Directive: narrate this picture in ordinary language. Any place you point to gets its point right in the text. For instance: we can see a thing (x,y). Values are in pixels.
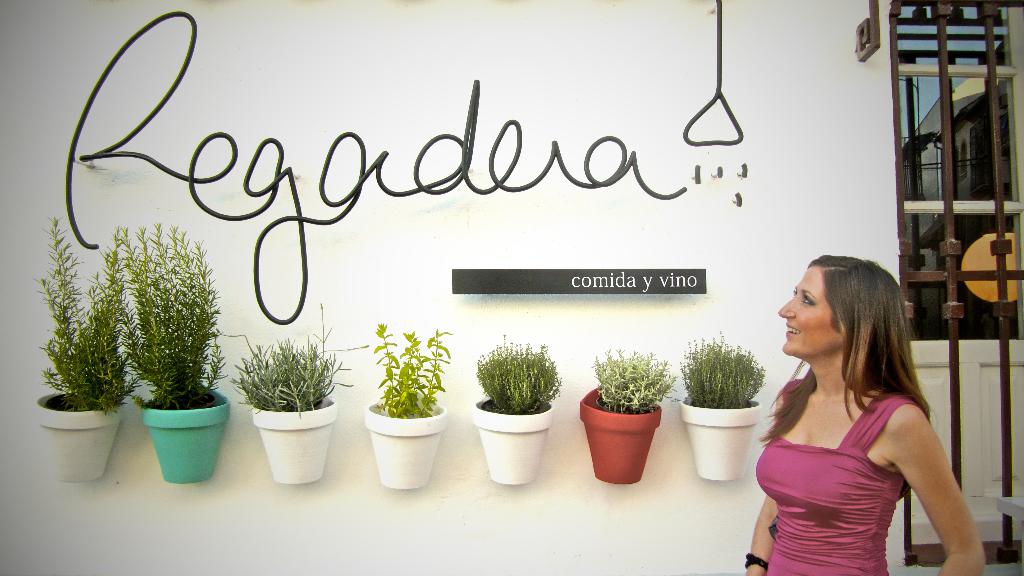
In this picture we can see a woman (812,292) smiling, flower pots (48,400), rods (1001,171) and in the background (916,180) we can see buildings (926,129), sky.
